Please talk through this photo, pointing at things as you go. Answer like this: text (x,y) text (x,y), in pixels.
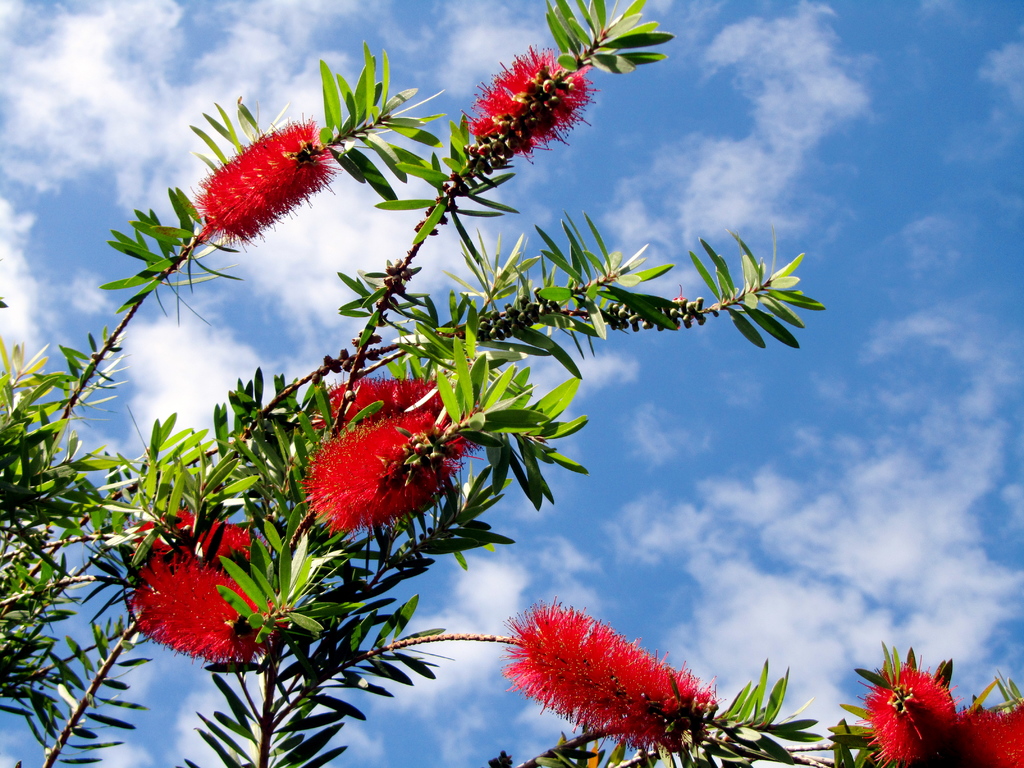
On the left side (323,644), there are plants (39,439) having flowers (254,644) and leaves (54,502). In the background (805,522), there are clouds (913,469) in the blue sky (754,108).
